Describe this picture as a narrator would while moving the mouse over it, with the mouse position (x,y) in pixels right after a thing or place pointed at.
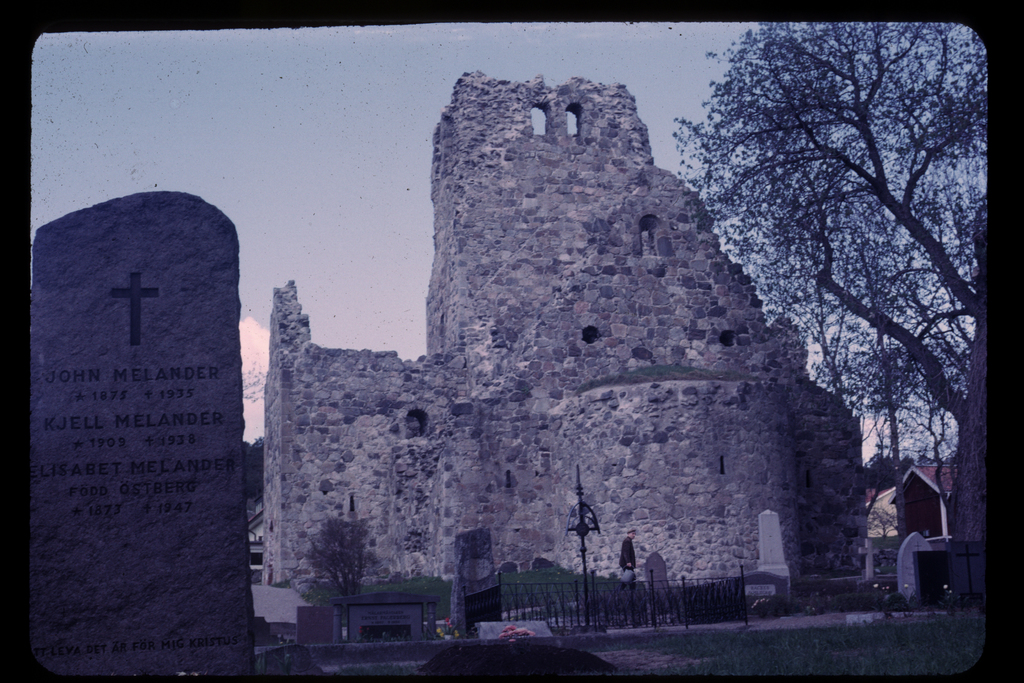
In the image it looks like an edited image, there is a gravestone (57,464) and behind that there is a fort (660,357) and on the right side (849,279) there is a tree (812,333).
